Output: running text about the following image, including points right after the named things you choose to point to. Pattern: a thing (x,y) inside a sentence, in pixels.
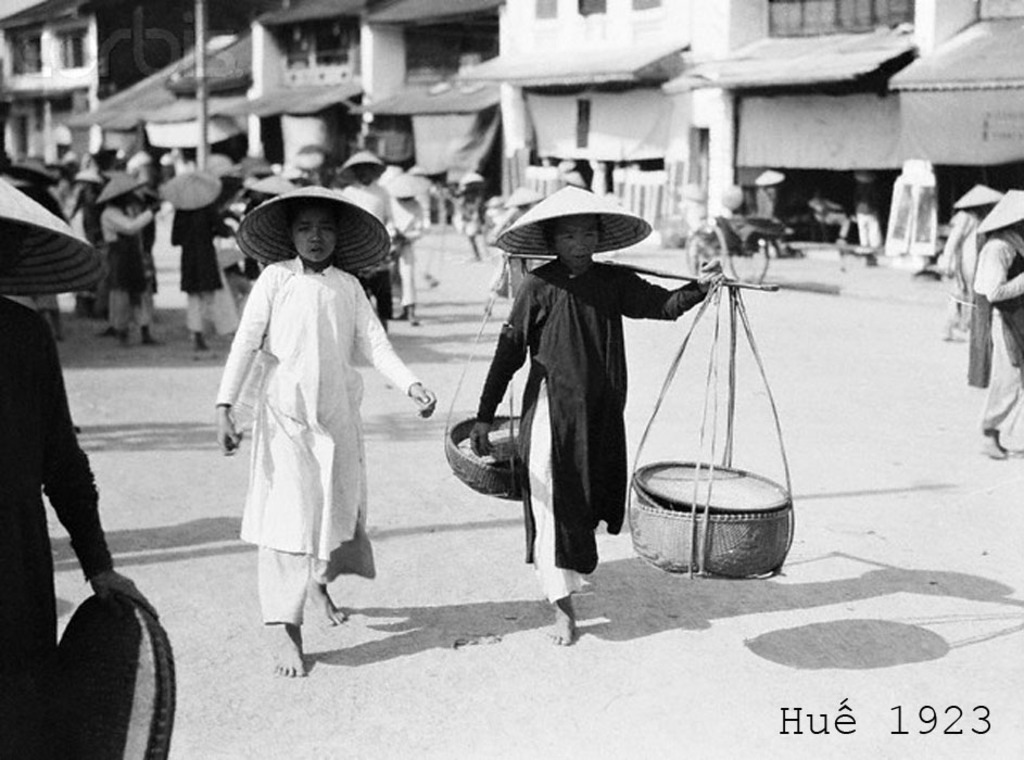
In the image I can see a person (558,497) holding some baskets (524,421) and around there are some other people (333,418) wearing hats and some buildings (101,21).
